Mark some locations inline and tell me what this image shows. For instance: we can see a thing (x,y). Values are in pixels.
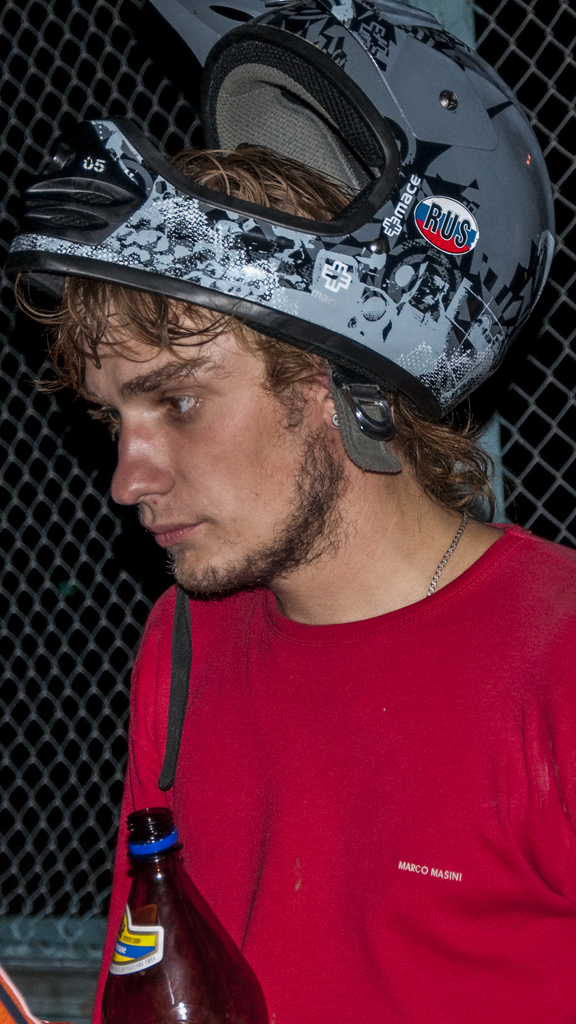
In this image there is a man (419,794) wearing red T-shirt (516,781) and helmet (409,320) on his head (382,261). This is a bottle (198,971) which is brown in color. At background (99,558) I can see a fencing gate (47,740).
